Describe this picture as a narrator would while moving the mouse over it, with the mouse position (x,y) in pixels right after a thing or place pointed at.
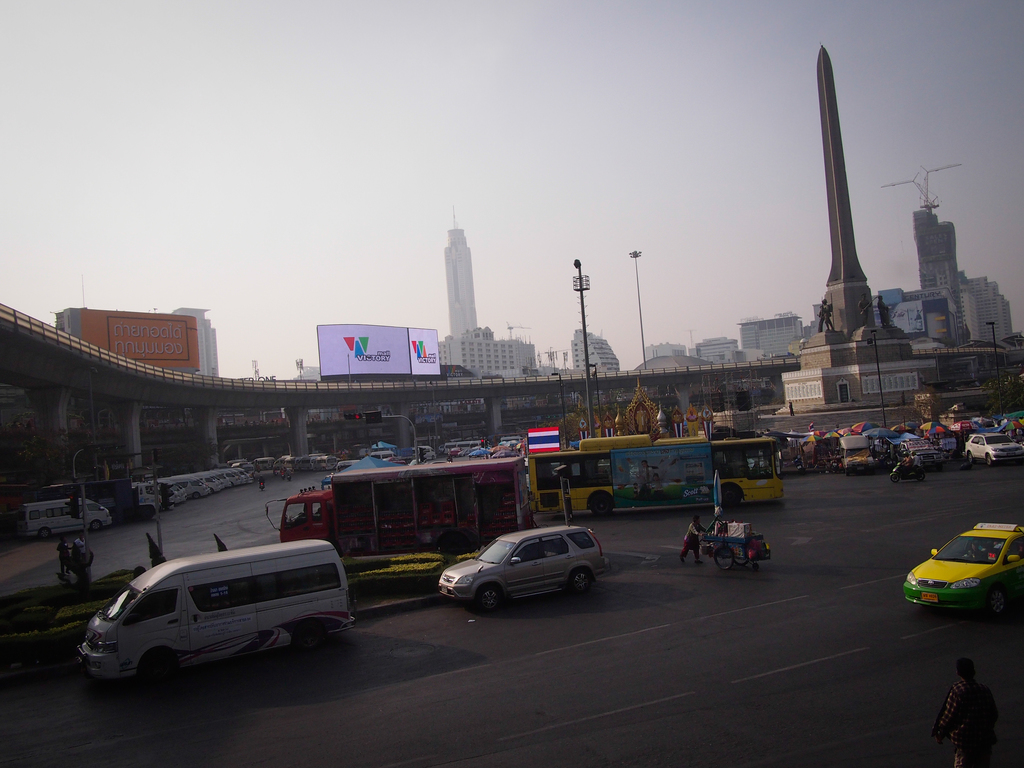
In the picture I can see few vehicles (707,493) and persons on the road (841,509) and there is a tower (857,304) in the right corner (843,305) and there is a bridge (55,408) in the left corner (47,396) and there are two banners (437,343) and few buildings (470,328) in the background (367,336).
